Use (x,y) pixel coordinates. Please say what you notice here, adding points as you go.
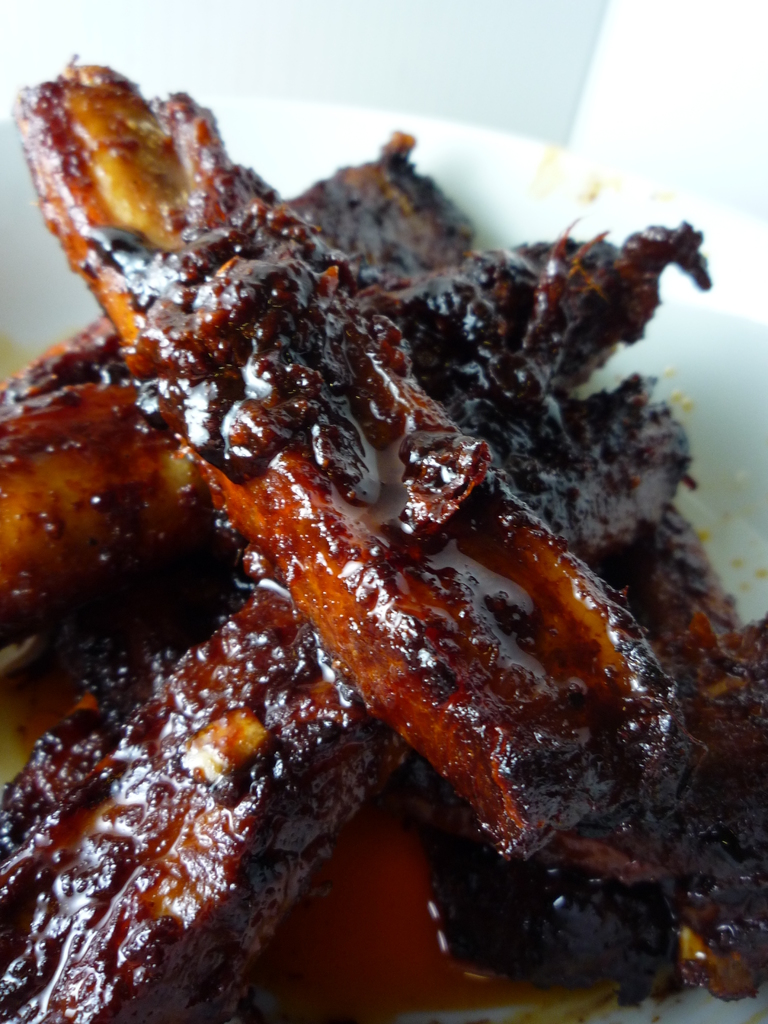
In this image we can see food items (352,279) in a white color plate (248,114).
